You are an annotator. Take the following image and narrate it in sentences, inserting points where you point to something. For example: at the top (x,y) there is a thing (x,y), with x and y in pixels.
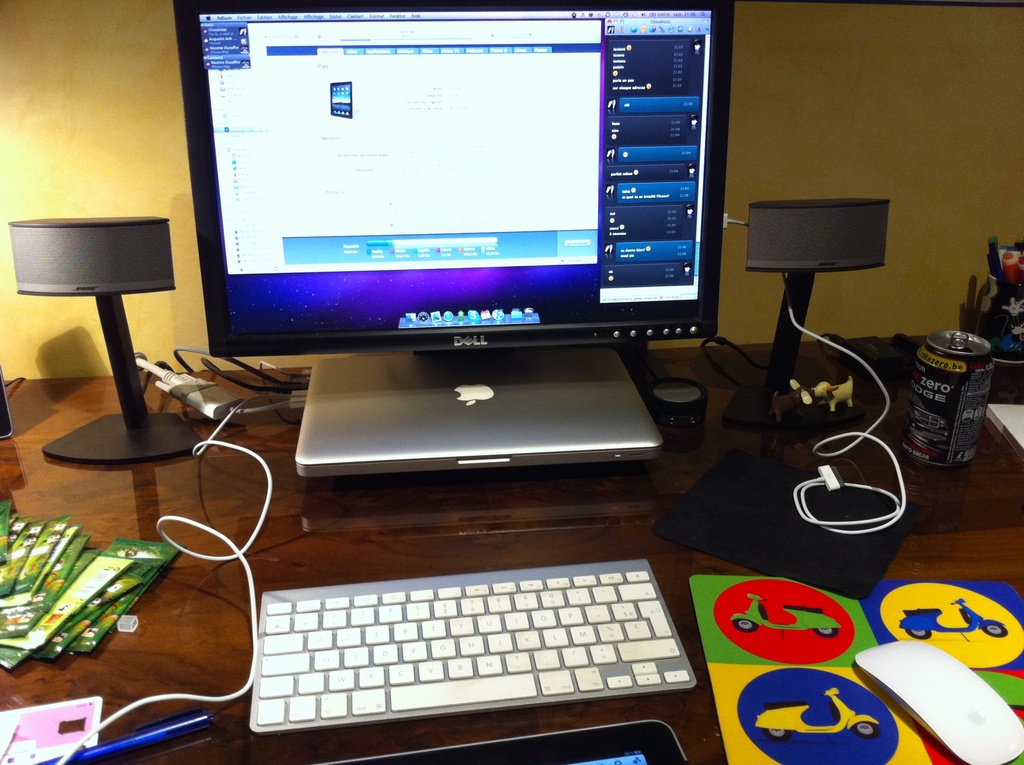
On a table (122,536) there is a keyboard (508,607), monitor (257,281), laptop (414,421), sound box (788,251), tin (934,341), toys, mouse (940,731) and pen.
